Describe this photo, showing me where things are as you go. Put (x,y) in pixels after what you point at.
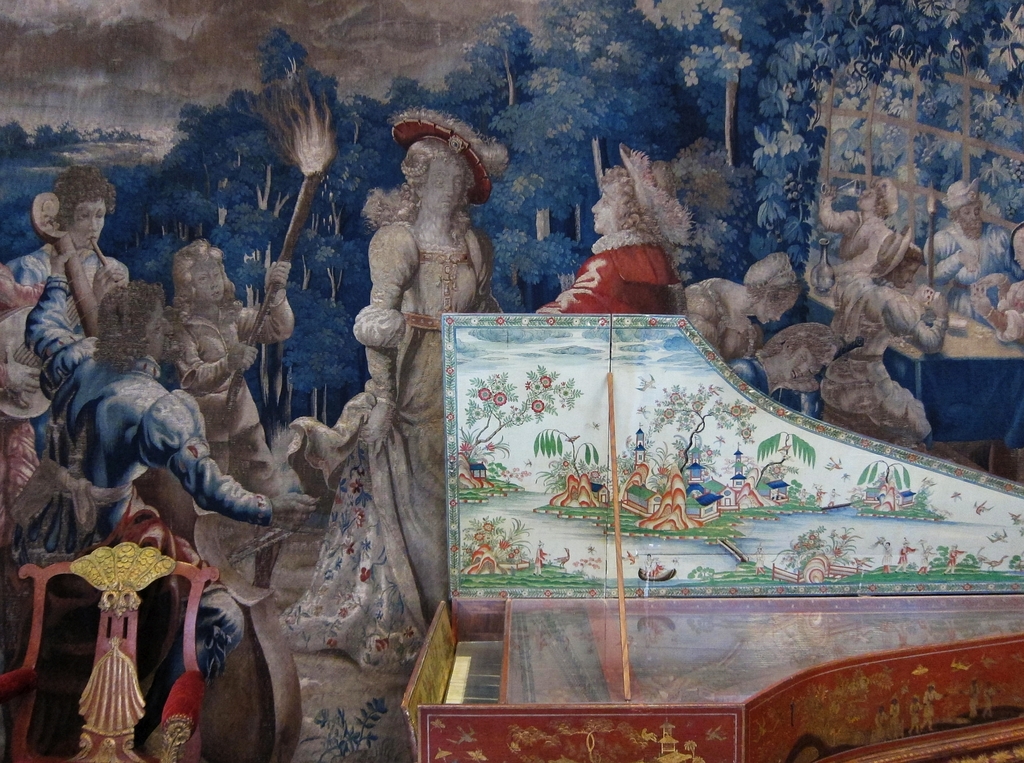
In this picture we can see painting (394,287) of some persons (444,269), on the right side (831,651) there is a piano (692,680), we can see a chair (102,676) at the left bottom (134,697), there is a stick (258,320) here.
